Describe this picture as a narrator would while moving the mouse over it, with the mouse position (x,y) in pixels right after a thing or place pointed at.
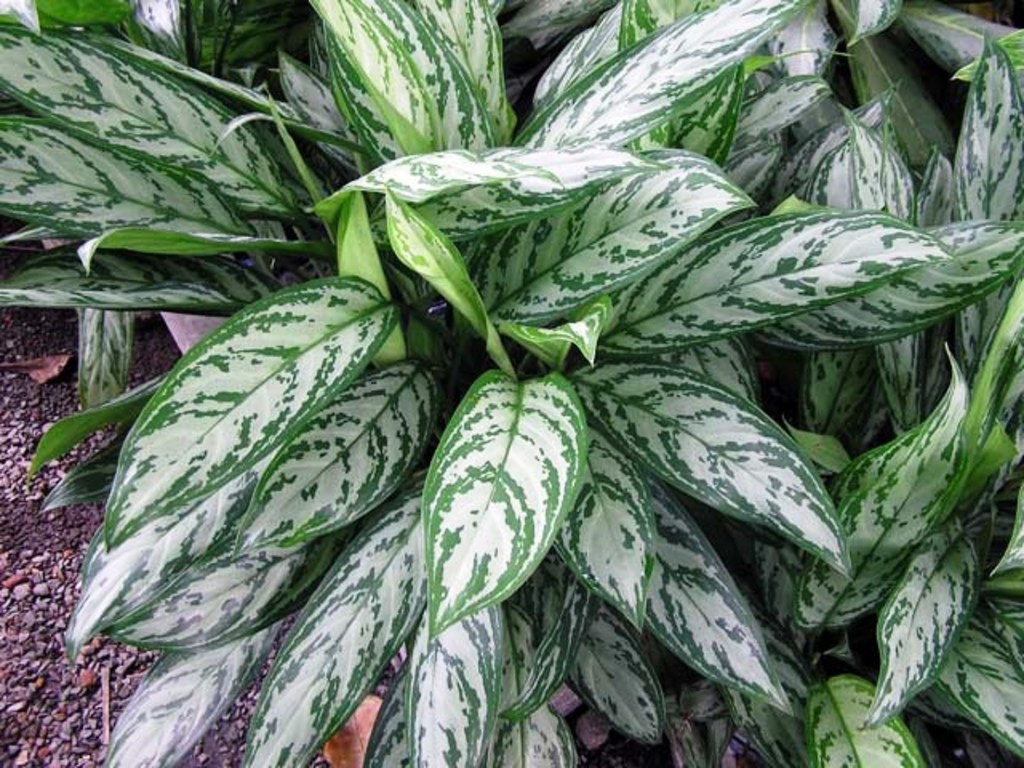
In this image we can see some leaves (498,558) of a plant (481,565).
